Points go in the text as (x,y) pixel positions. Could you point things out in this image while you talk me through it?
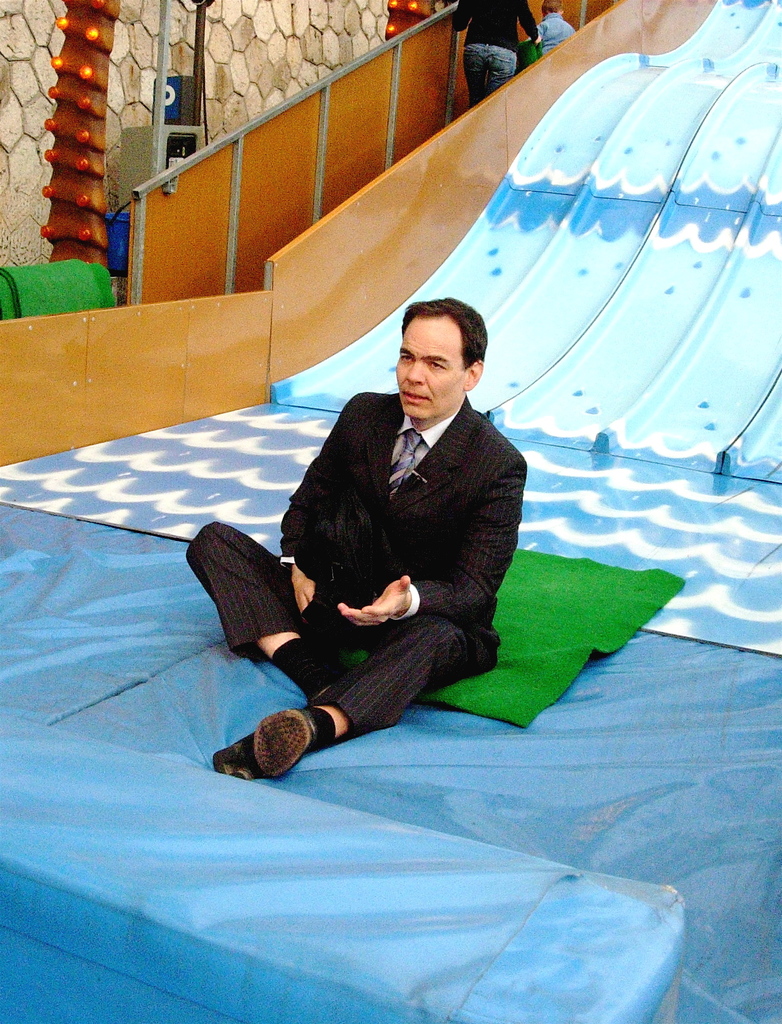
Here we can see a sheet (399,766), green carpets (519,579), railings (248,268), slides (773,338), bulbs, poles (200,7), wall (268,61) and signboard (193,93). In this image we can see two people (453,327) and one kid (556,22). This man (470,572) is sitting on a green carpet (529,579).
